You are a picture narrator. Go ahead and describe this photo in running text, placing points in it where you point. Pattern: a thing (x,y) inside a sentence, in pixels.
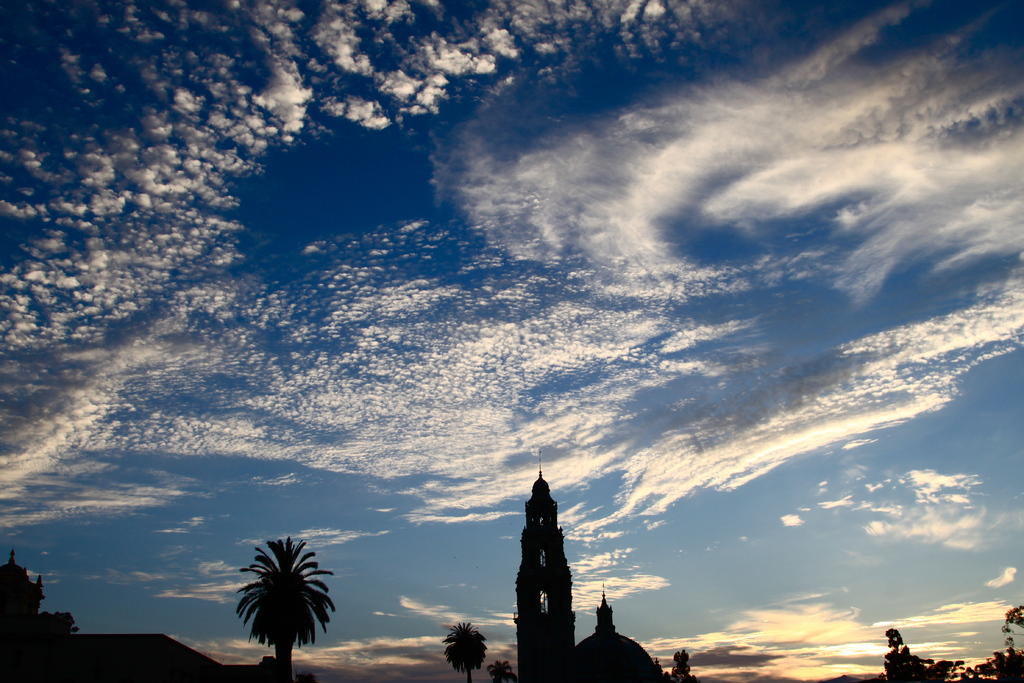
In this picture we can see trees (990,664), buildings (576,659) and in the background (539,427) we can see the sky (476,324) with clouds (476,324).
